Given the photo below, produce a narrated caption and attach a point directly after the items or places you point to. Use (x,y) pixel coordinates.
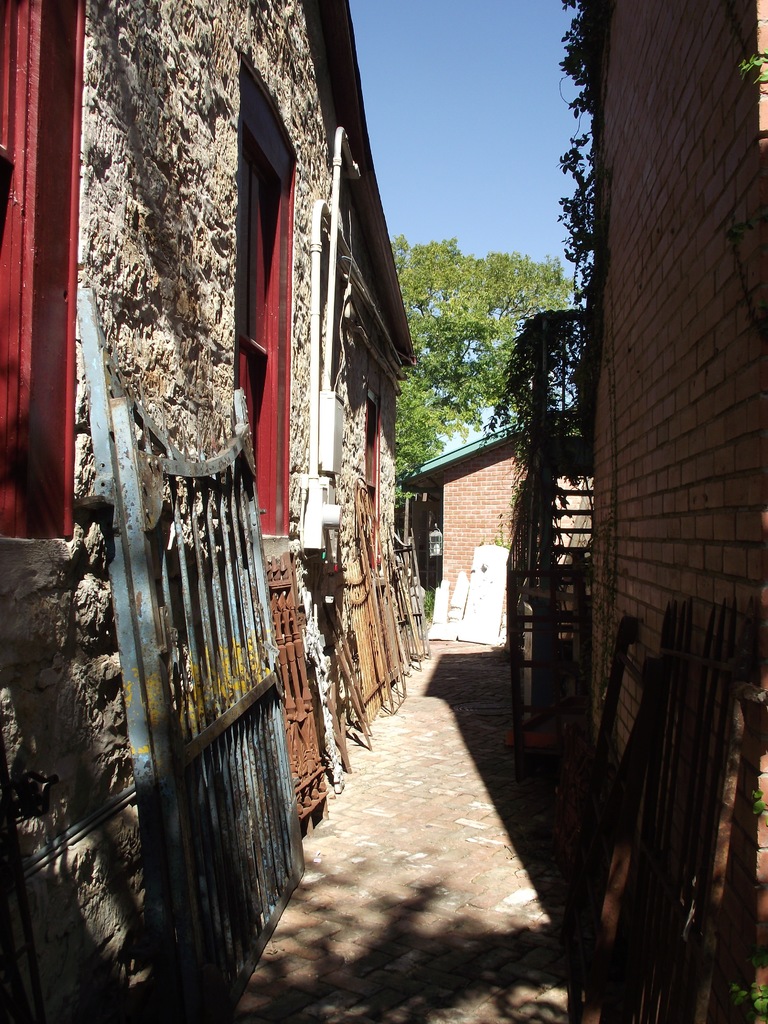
This is a picture of a building (168,490) where there is a window (3,527), gate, door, lamp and at the background (494,330) there are plants (596,4), trees (494,330), sky (439,237).
